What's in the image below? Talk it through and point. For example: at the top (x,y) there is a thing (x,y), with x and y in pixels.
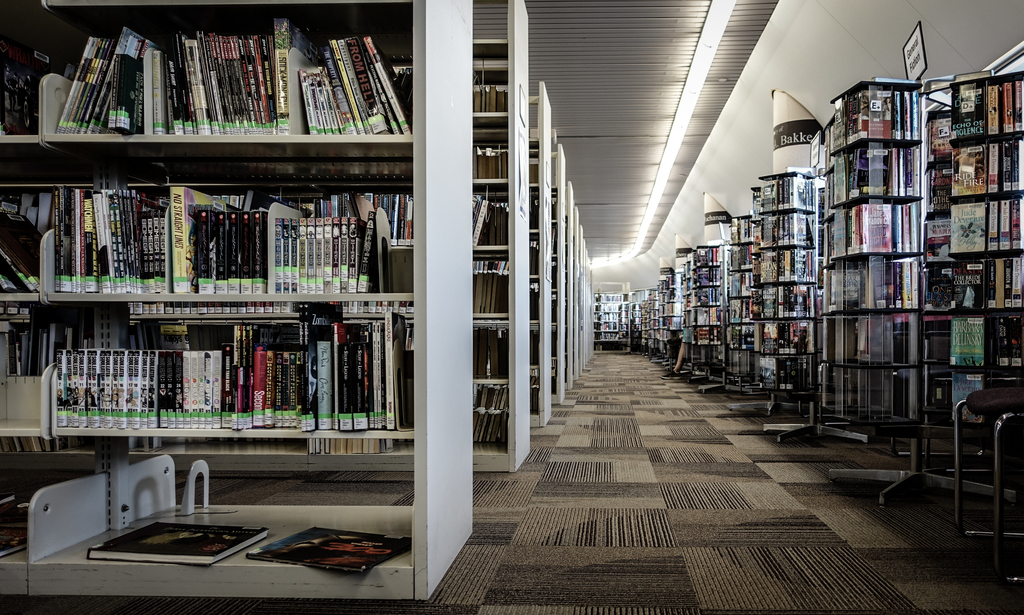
In this image we can see the inside view of a library (399,397) with books (284,345) on the shelves (437,314).
